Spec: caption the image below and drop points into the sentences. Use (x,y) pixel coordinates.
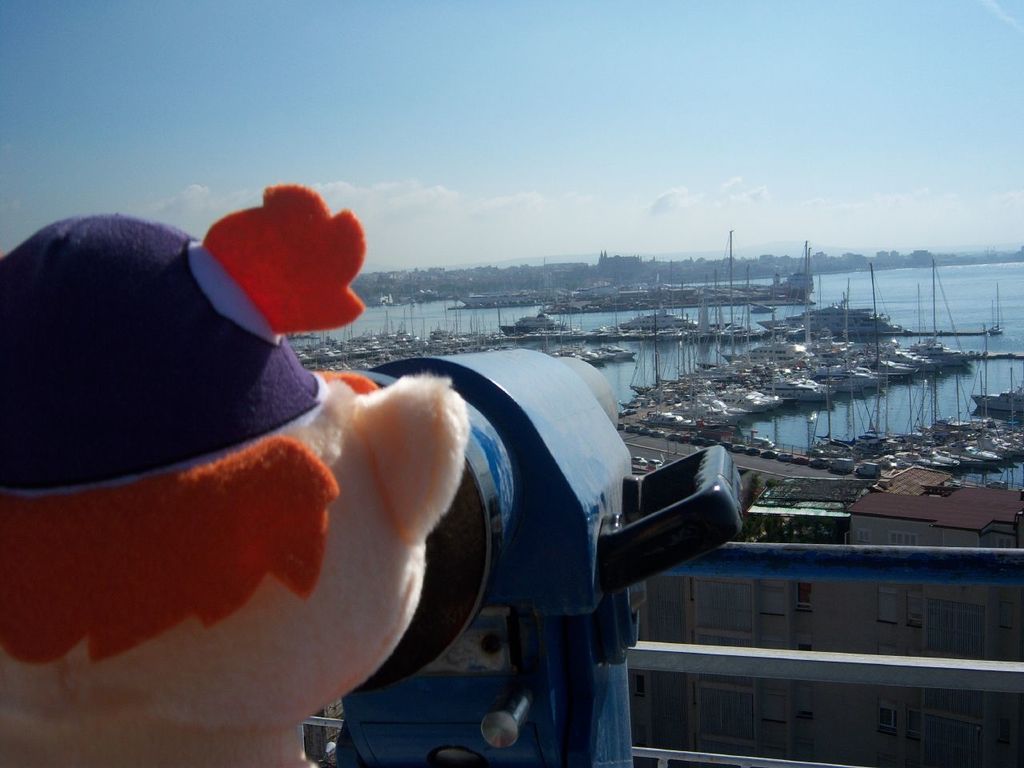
Here we can see a toy (294,524) and an object (450,735). There are vehicles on the road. Here we can see boats (909,437), ships (840,364), and water (914,297). In the background (771,195) there is sky (626,184) with clouds (683,193).
